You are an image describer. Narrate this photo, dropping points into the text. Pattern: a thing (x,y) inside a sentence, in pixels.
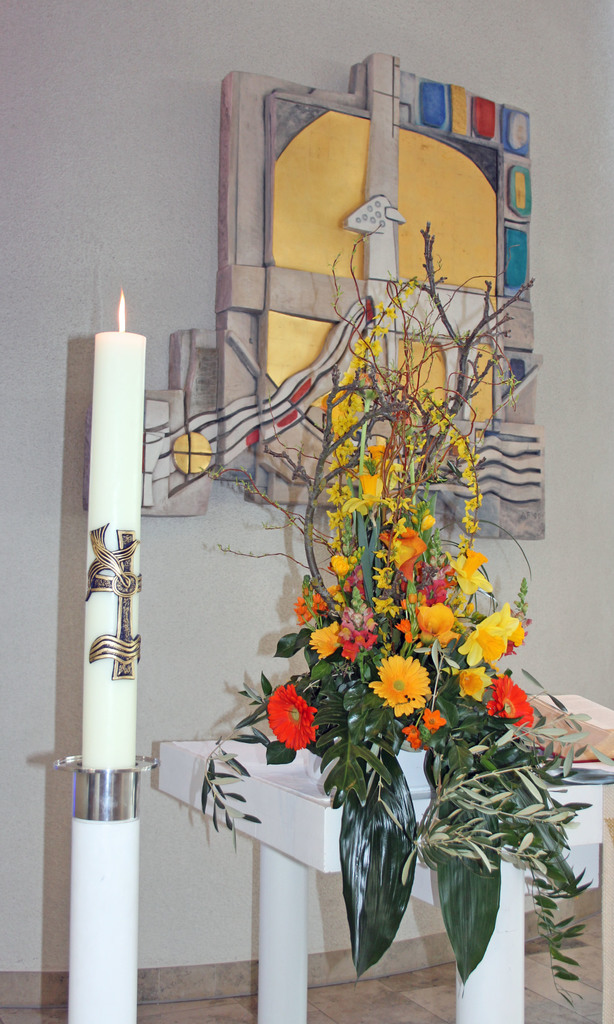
In the picture we can see a wall (534,643) to it, we can see a photo frame (289,228) with some painting (500,228) and near to it, we can see some decorative flowers (455,930) on the table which is white in color and beside it we can see a candle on the stand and a light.
